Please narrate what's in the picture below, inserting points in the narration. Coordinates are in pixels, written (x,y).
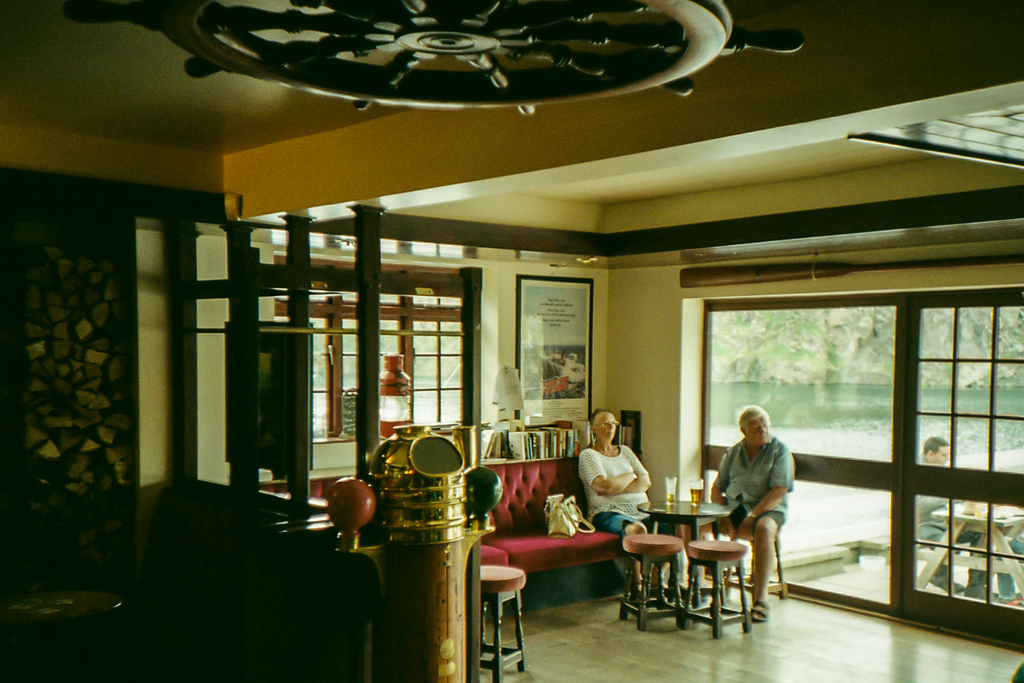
In the middle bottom two persons (759,574) are sitting on the chair (776,573) and sofa (587,544) in front of the table (657,508) on which glasses (692,503) are kept. At the right bottom (1005,584) two persons (978,585) are sitting on chair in front of the table (998,512) and are half visible. A roof top (529,197) is light yellow in color. The background walls (19,372) are white and black in color and a window (421,400) is visible and a wall painting (553,333) is there. And a door (865,514) is visible through which water (852,402) and mountain (846,348) is visible. This image is taken inside a pub (439,561).
